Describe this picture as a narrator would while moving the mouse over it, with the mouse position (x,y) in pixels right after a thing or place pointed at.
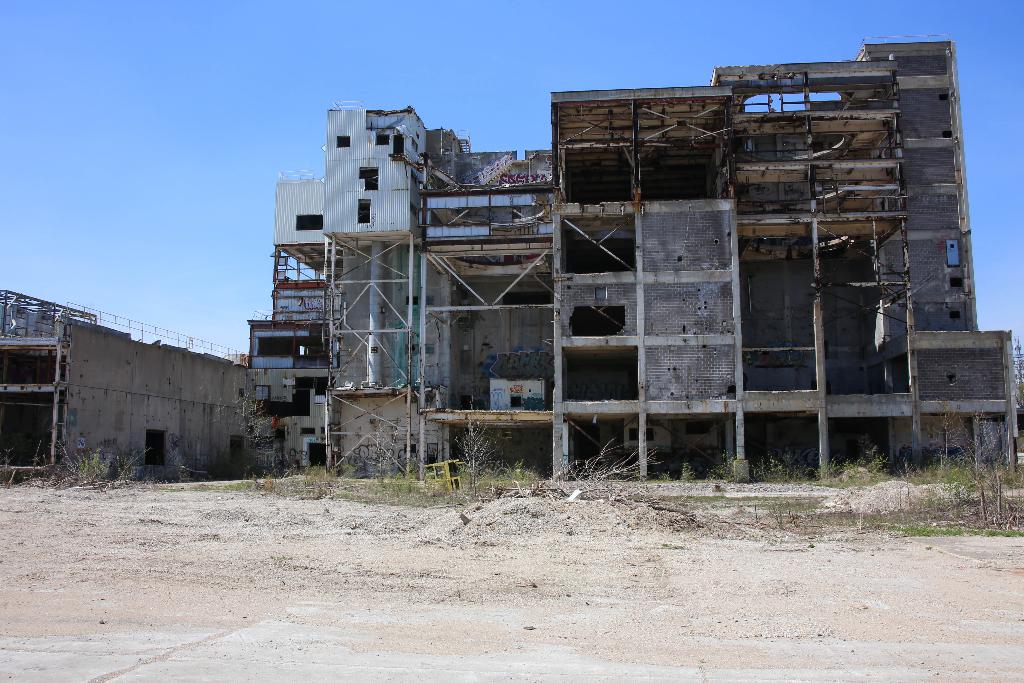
In this image there is a land (294,584), in the background (125,369) there is an old building (477,163), plants (337,487) and the sky (324,42).
